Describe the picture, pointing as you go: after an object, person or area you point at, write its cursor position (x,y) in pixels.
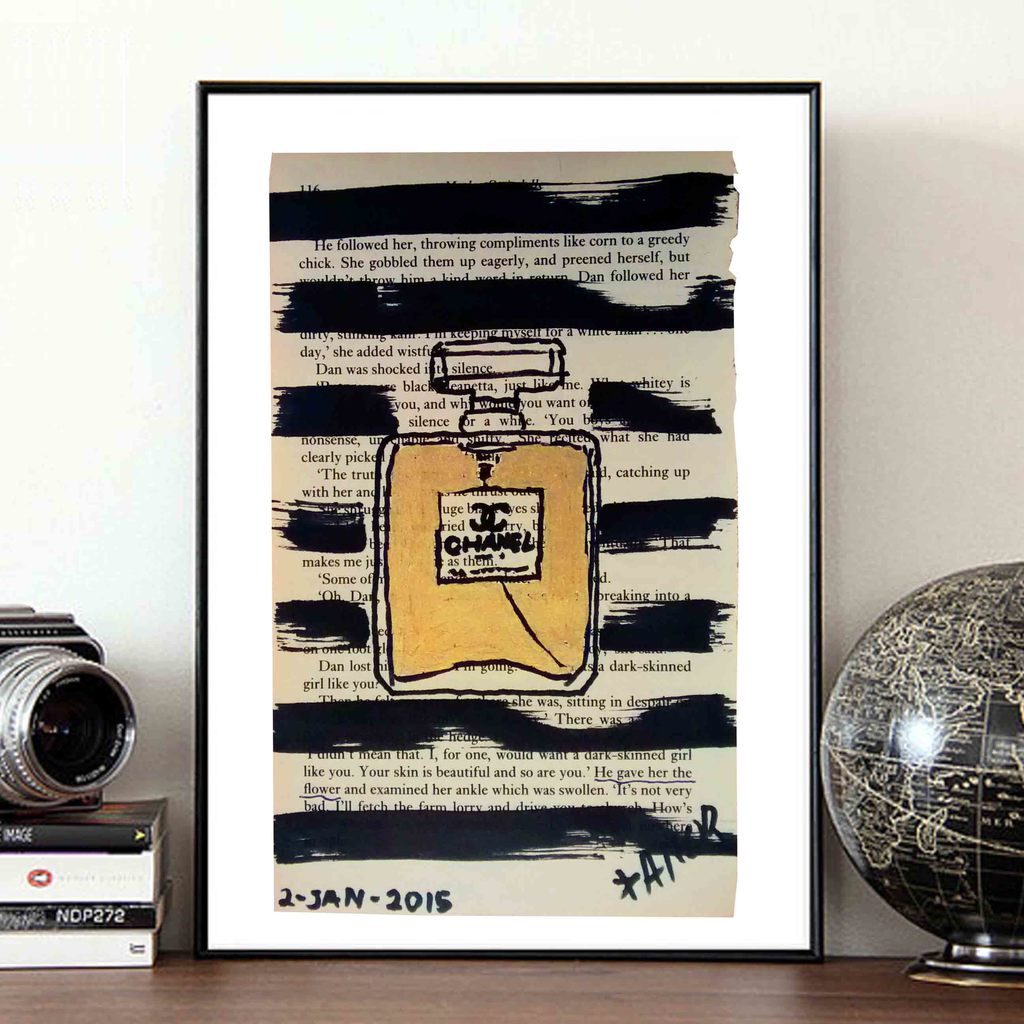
In this picture we can see a frame (665,754) of some notes (485,256) written on that and middle of this frame (592,426) we have a bottle symbol (404,504) and right of it there is globe (870,798) and left side of this frame (450,761) we have a camera (76,708) and below this camera (68,697) we have books (88,933) and in background (438,13) we can see a wall (897,77) and this all are placed on a wooden table (422,982).
